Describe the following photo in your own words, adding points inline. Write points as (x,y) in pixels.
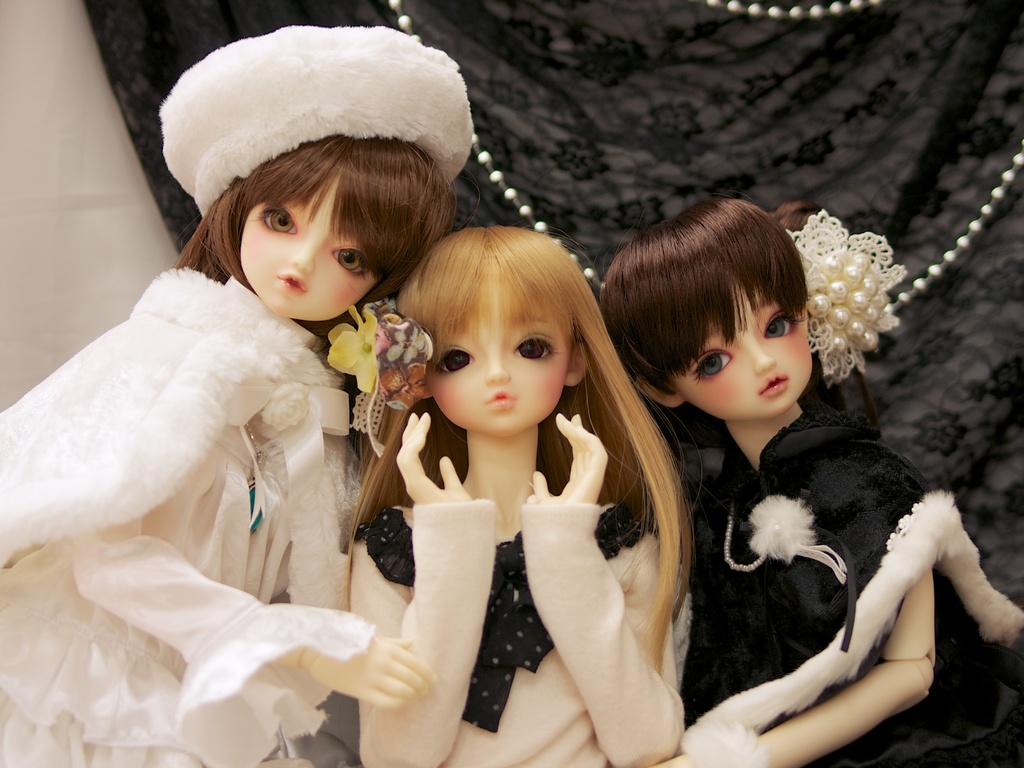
In this image in the front (461,335) there are dolls (464,342). In the background (663,68) there is a cloth (631,67) which is black in colour.
